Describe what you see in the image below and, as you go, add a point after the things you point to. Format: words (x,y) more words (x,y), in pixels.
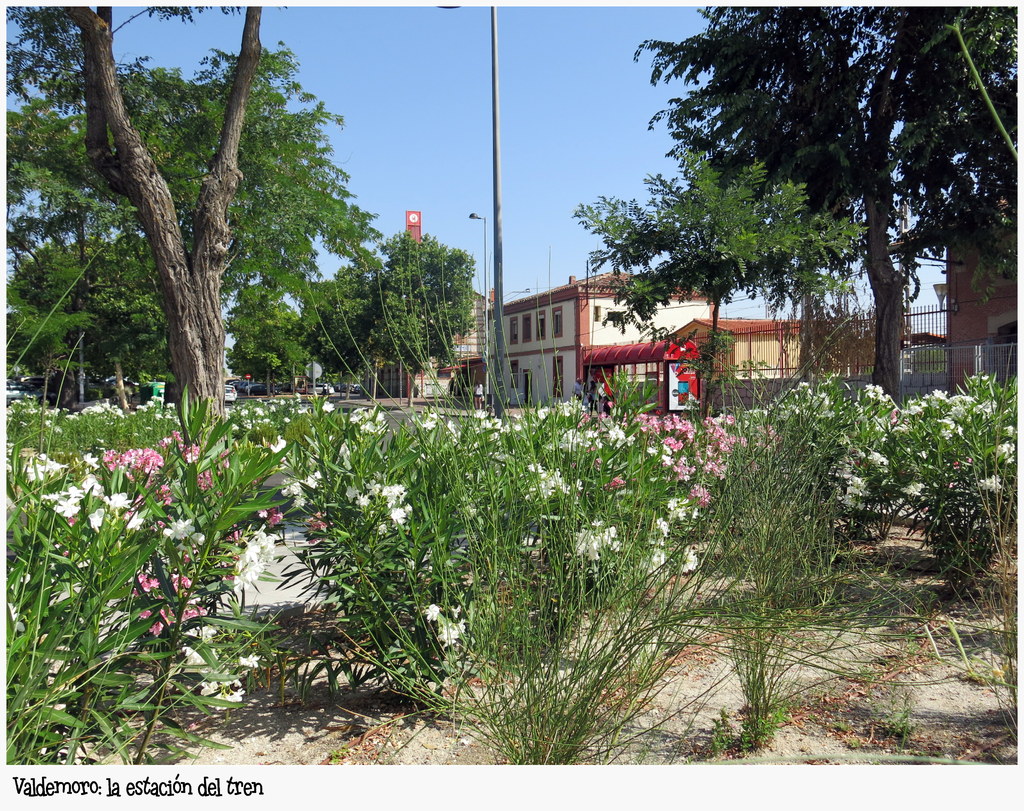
At the bottom of the image (750,698) on the ground (918,644) there are small plants (494,536) with white and pink flowers (128,468). In the background (534,321) there are trees (367,335), houses (552,321) with roofs (589,285), walls (797,349) and windows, poles (484,234) with street lights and fencing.
